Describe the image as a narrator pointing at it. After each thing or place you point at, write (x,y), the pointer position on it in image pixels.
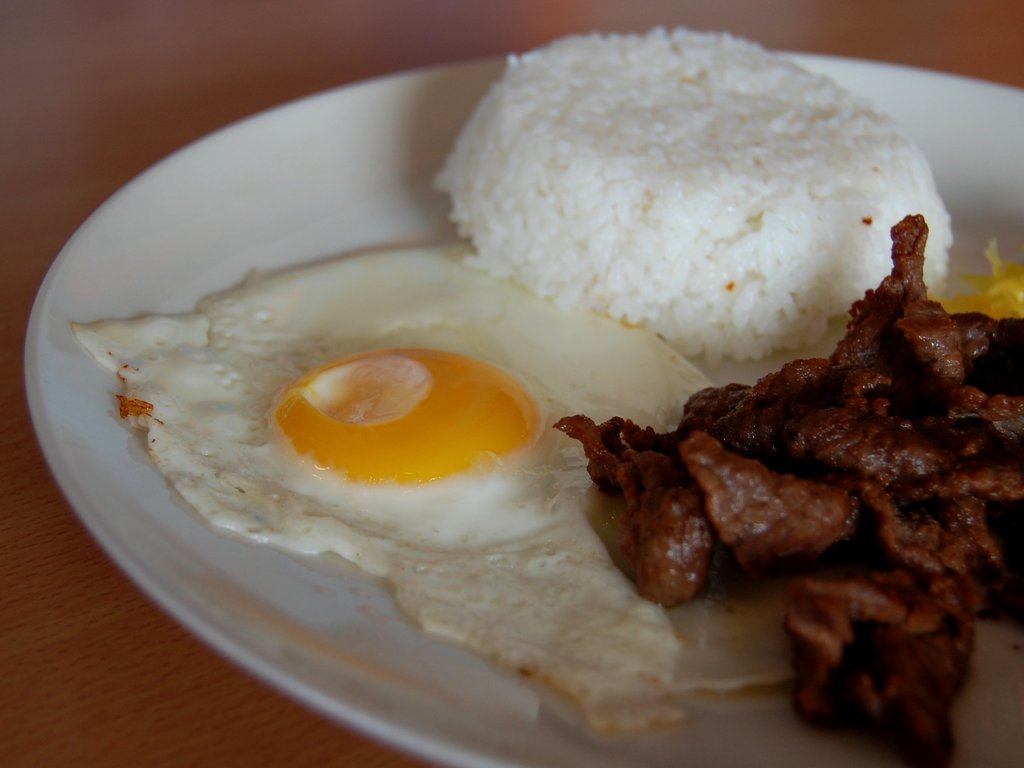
In this image I can see the brown colored surface (117,145) and on it I can see the plate (273,609) which is white in color. On the plate (322,633) I can see an egg (233,415), the rice ball (763,145) which is white in color and the meat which is brown in color.
